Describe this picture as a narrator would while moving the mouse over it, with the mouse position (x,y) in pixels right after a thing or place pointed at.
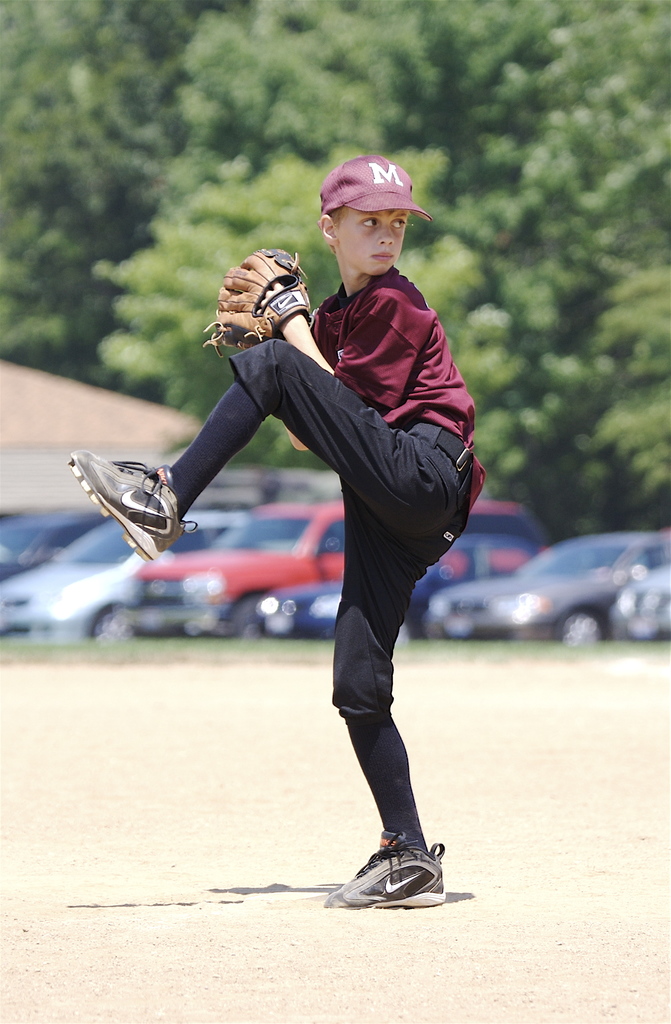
In this picture I can see a boy (400,347) standing on one leg (405,789) and he wore gloves (280,328) to his hands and a cap (384,204) on his head (343,250) and I can see few cars (312,598) parked and trees (478,373) on the back (493,394).
